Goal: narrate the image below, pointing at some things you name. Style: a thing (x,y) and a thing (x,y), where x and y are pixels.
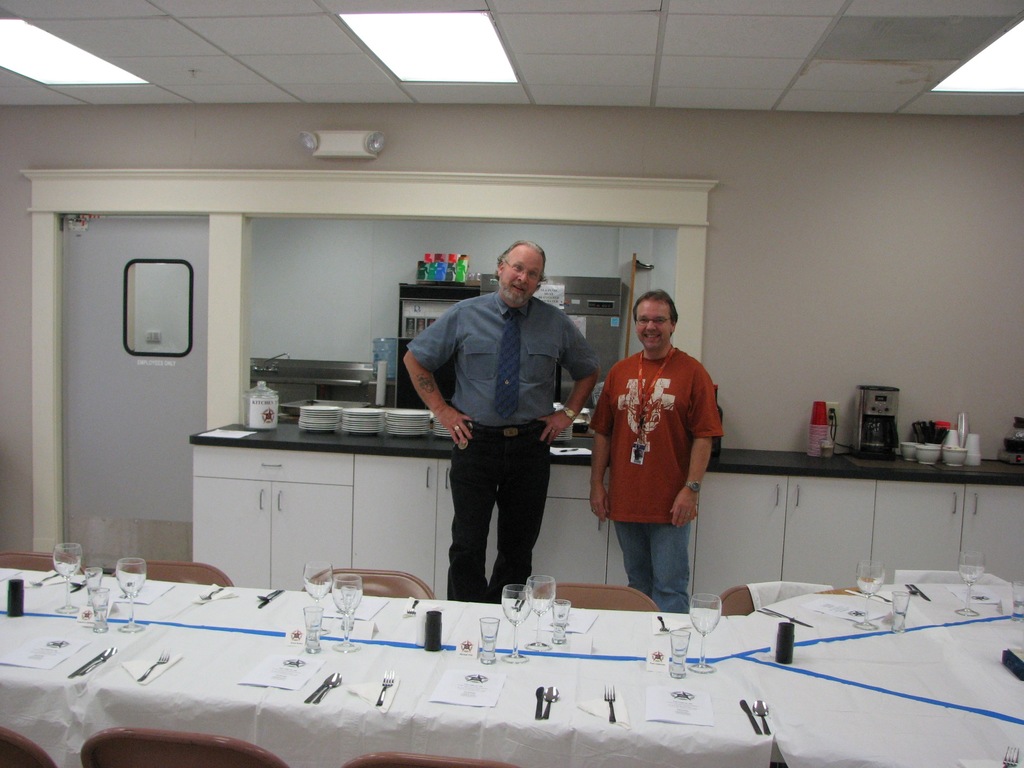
Here we can see two men (666,340) standing and carrying a smile on their faces (532,279). Behind to them we can see a kitchen platform (907,467) where we can see bowls (959,458), plates (337,425), bottle (258,413). This is a door (125,434). Here on the table (697,685) we can see water glasses (540,624), spoons (757,715), forks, papers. These are chairs (404,575). At the top (577,65) we can see ceiling (579,30) and lights (73,58).
